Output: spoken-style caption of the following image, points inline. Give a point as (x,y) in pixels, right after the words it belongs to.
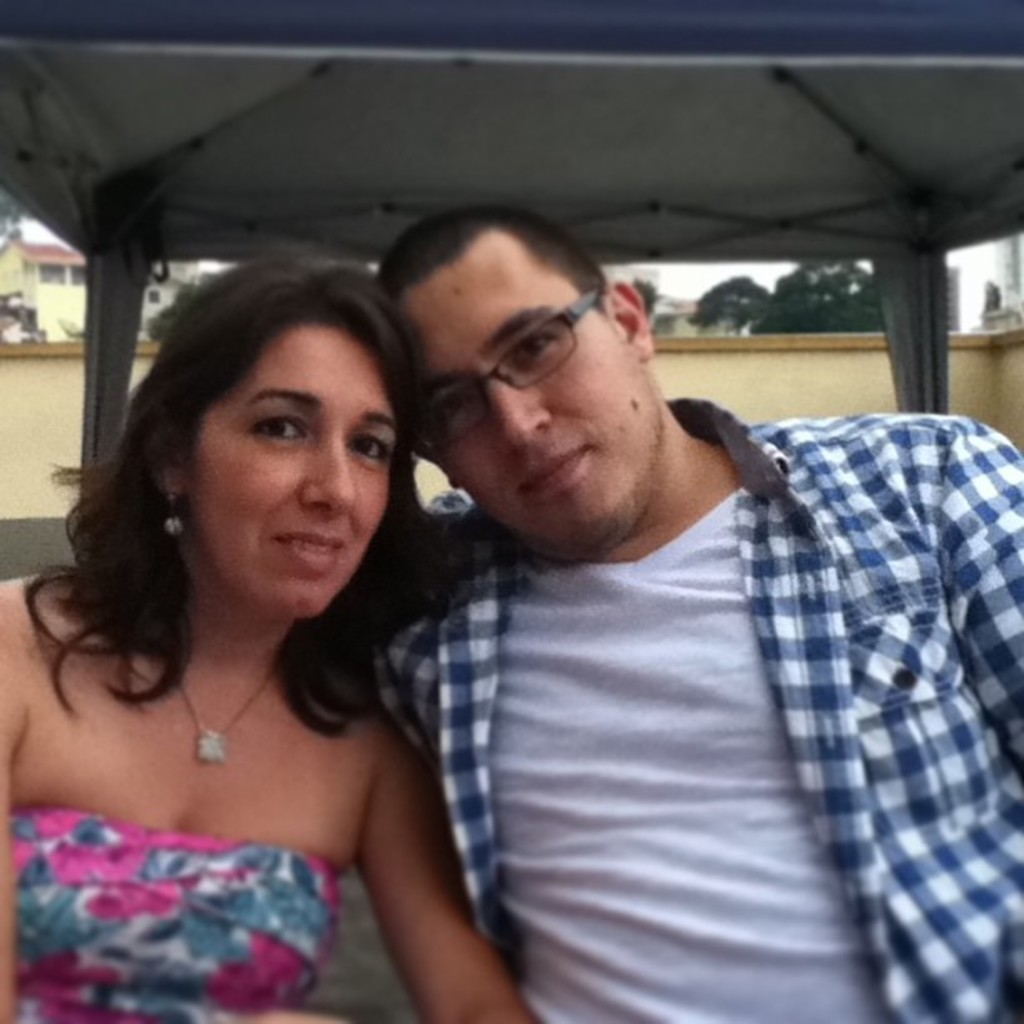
In this image in the front (301,490) there are persons (482,698) sitting. In the background (768,385) there is a wall (757,352) and there are trees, there are houses (60,272) and the woman (234,657) sitting in the front (244,717) on the left side (244,717) is smiling.
